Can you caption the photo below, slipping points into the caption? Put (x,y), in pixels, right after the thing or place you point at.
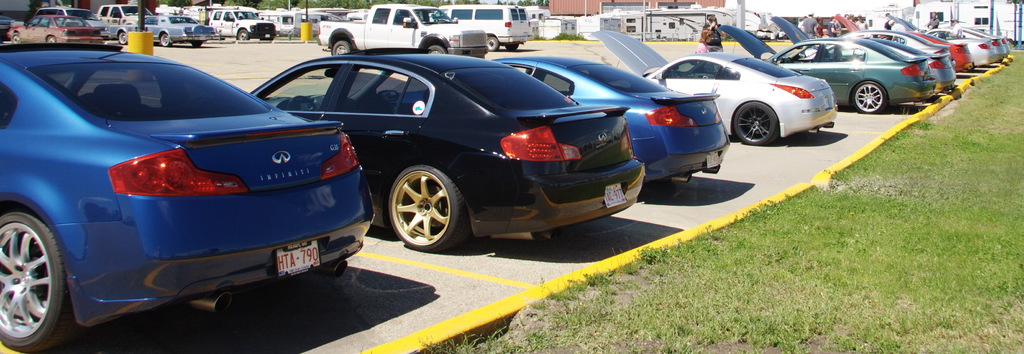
In the image there are a lot of cars (386,94) parked in an area (269,76) and there is some land (930,183) covered with grass (756,328) on the right side (741,279). There is a person (697,50) standing behind one of the car (727,32).
